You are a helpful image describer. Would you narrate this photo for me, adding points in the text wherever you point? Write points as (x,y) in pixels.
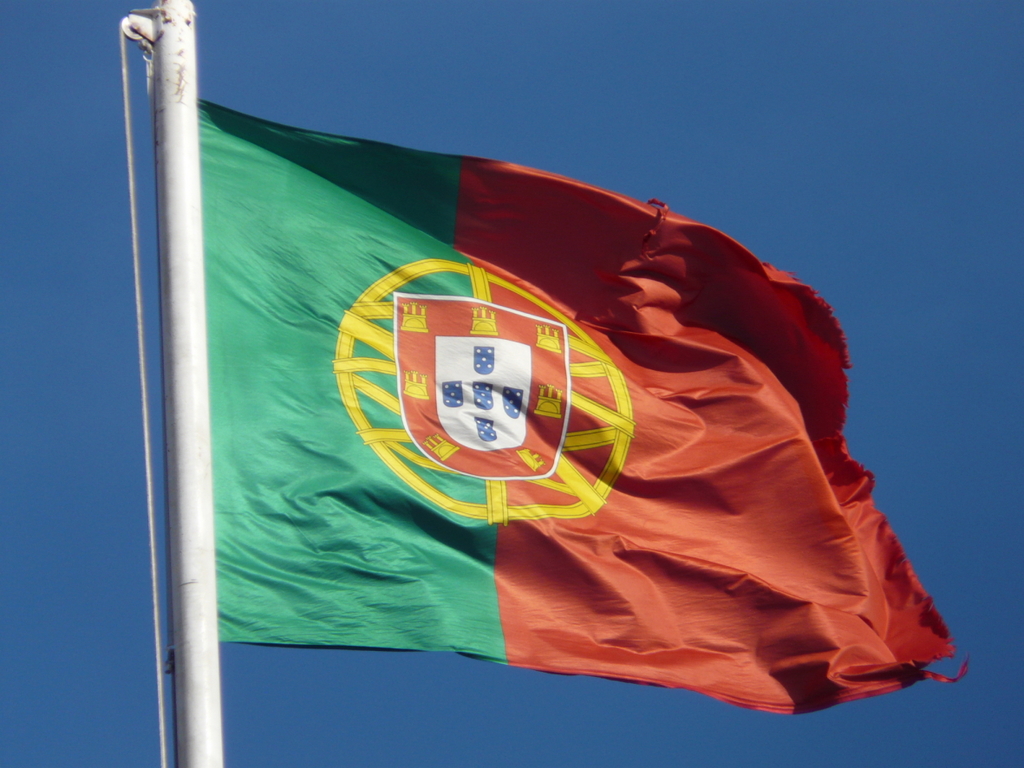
In this image there is a Flag (417,425) with green and red color. There is a sky (729,220).
